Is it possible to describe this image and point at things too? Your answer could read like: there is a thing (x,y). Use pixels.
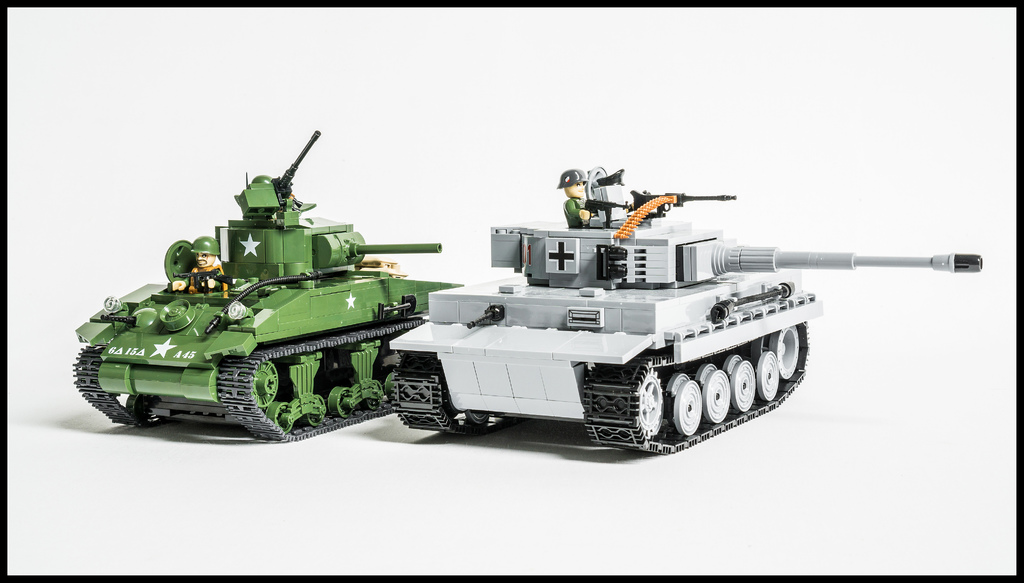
In this image there are two toy tankers (433,299) and persons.
